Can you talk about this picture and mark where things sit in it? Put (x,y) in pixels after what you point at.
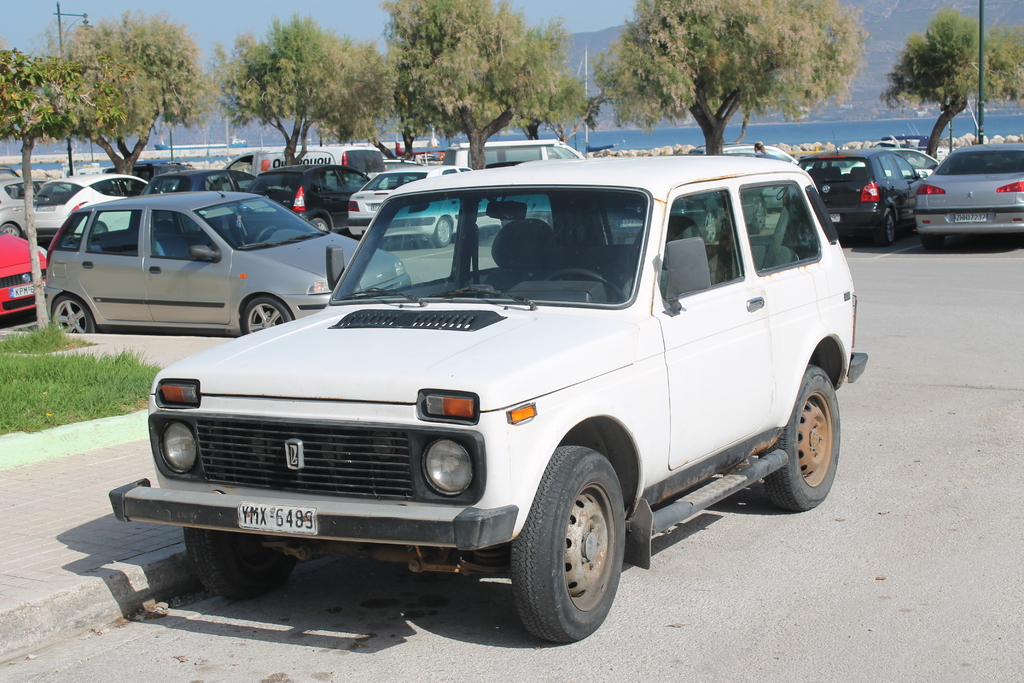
In this image there are some cars (130,232) parked in middle of this image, and there is one car (505,234) at bottom of this image (452,490) which is in white color. There are some trees (519,99) in the background (860,89) and there is one mountain (901,33) at top right corner of this image (909,17) and there is a sky (272,21) at top of this image (259,16).
